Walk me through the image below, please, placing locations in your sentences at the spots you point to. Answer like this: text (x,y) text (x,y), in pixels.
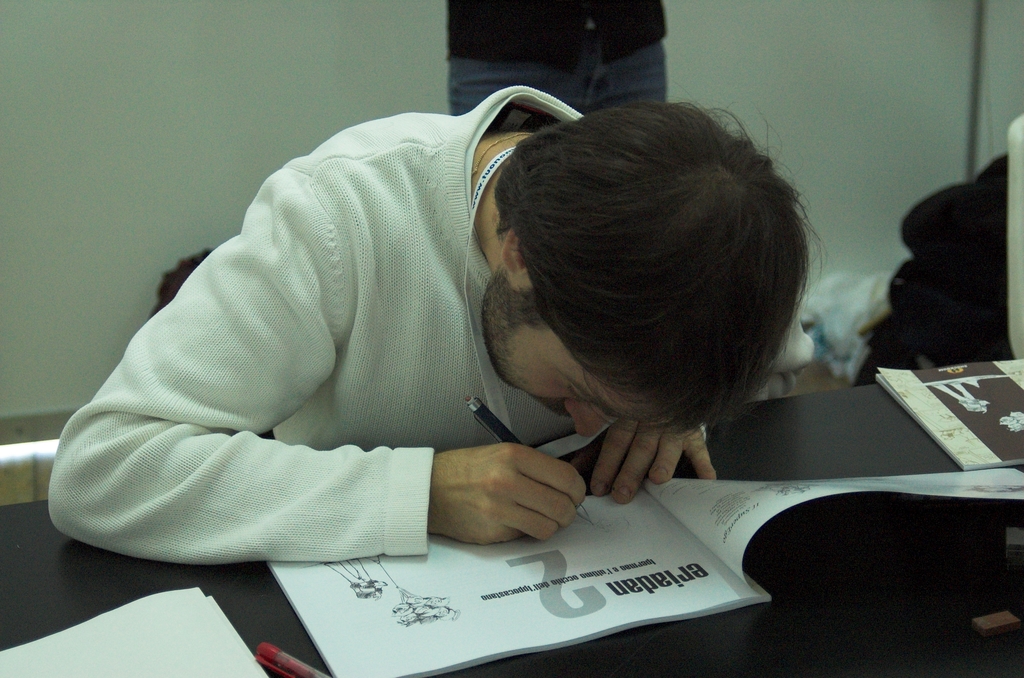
This picture is taken inside the room (458,350). In this image, in the middle (520,247), we can see a man (626,173) sitting on the chair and holding a pen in his hand (442,522) and the man (387,247) is also sitting in front of the table (737,454). On the table (863,412), we can see some books (931,409), pen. On the right side (1001,346), we can see some objects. In the background (168,6), we can see a wall (95,136).
